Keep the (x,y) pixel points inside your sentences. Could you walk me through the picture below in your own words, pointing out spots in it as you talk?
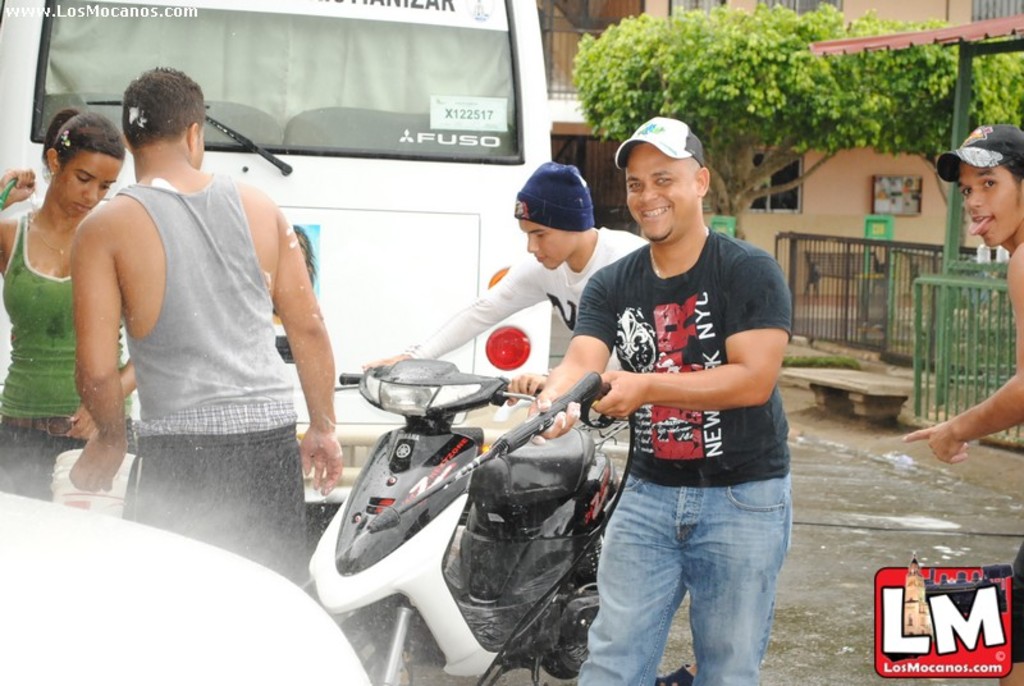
On the left (90,660) there is an object (210,563) and a man (625,399) is spraying water (308,577) on it by holding a pipe (510,445) in his hands (625,378) and behind him a man (569,308) is holding a bike (476,476) in his hands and on the left (64,182) a woman (40,234) is holding a pipe (7,195) in her hand (4,179) and a man (143,308) is holding a bucket (106,495) and on the right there is a man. In the background (900,187) there is a vehicle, trees (783,144), fences (915,332), board (900,187) on the wall (875,164) and windows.
